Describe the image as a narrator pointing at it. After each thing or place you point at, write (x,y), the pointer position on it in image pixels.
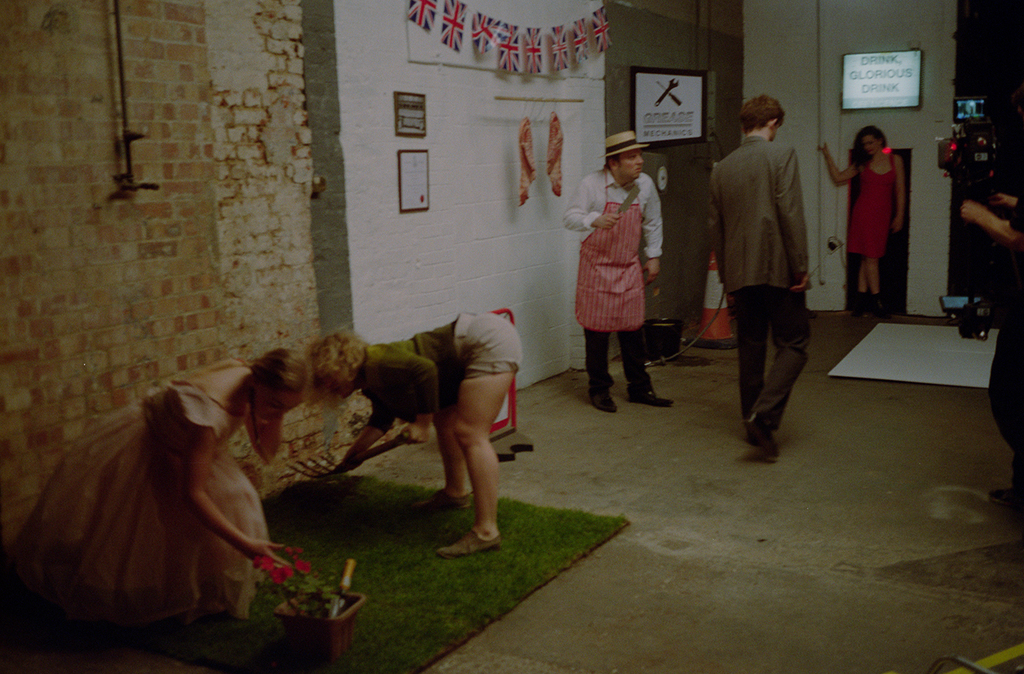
On the left side of the image (262,510) there are two women (267,404) bending and one woman (203,518) is looking at the flower pot (320,634). On the right side (778,301) two men (749,247) and a woman (871,232) are standing on the floor (840,400) and there is a person (979,208) holding a camera (971,197) in the hands (994,216) and standing. In the background (565,109) there is a wall (498,157) on which few posters (644,119) and a monitor (859,86) are attached.
